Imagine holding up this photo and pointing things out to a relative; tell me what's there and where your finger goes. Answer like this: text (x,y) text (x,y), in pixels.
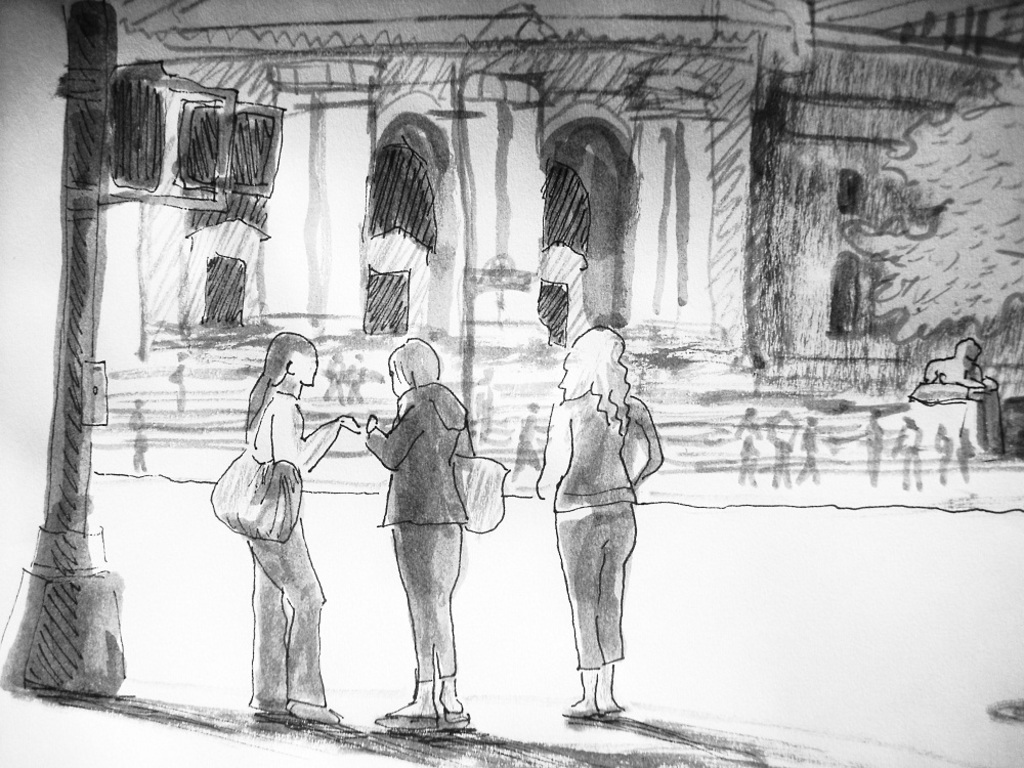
In this picture i see painting (516,318) and i see a pole (75,334) and few women (616,484) standing and couple of the people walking and a building (731,154) and people (946,451) on the side.
